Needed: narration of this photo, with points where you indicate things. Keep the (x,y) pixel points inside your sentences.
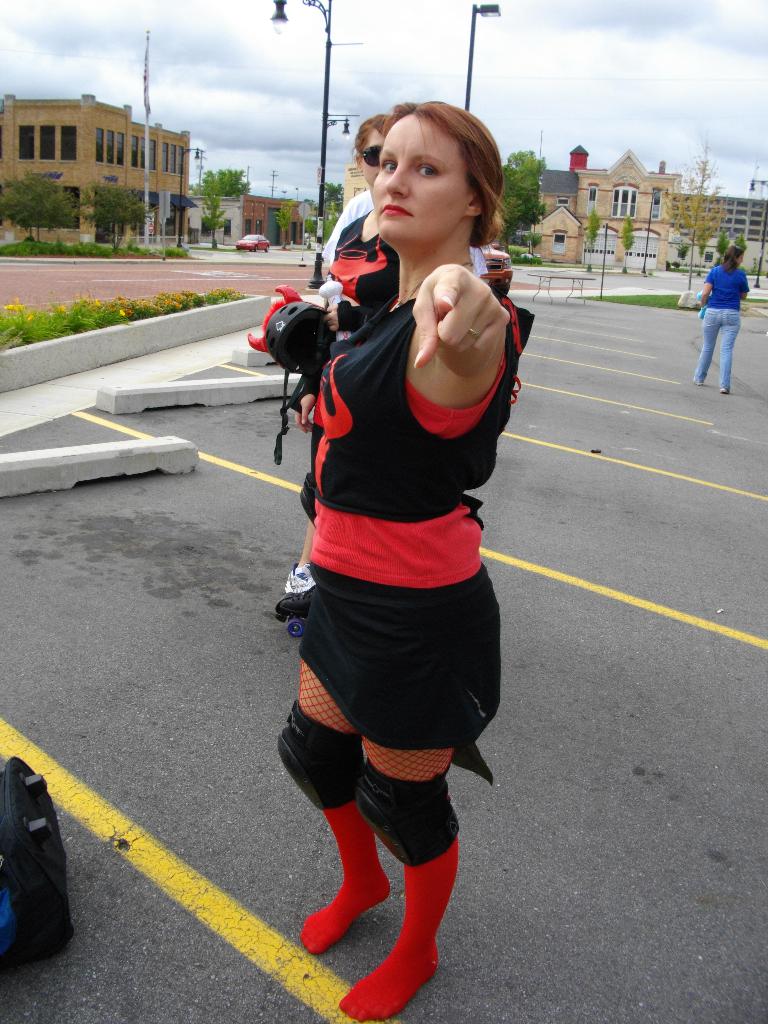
This image is taken outdoors. At the bottom of the image (307,859) there is a road (210,501). At the top of the image (334,45) there is the sky (599,58) with clouds (620,73). In the background (611,206) there are a few buildings (631,205) with walls (601,206), windows (627,210), doors (605,244) and roofs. There are a few poles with street lights (487,9). There are a few trees (533,210) and plants (68,250). A car (263,245) is moving on the road (225,284). In the middle of the image of a woman (351,540) is standing on the road (325,976) and a few people (349,236) are standing. On the right side of the image (736,272) a woman (709,361) is walking on the road (683,332). On the left side of the image (49,325) there are a few plants (86,326) and there is a bag (50,873) on the road (190,805).
